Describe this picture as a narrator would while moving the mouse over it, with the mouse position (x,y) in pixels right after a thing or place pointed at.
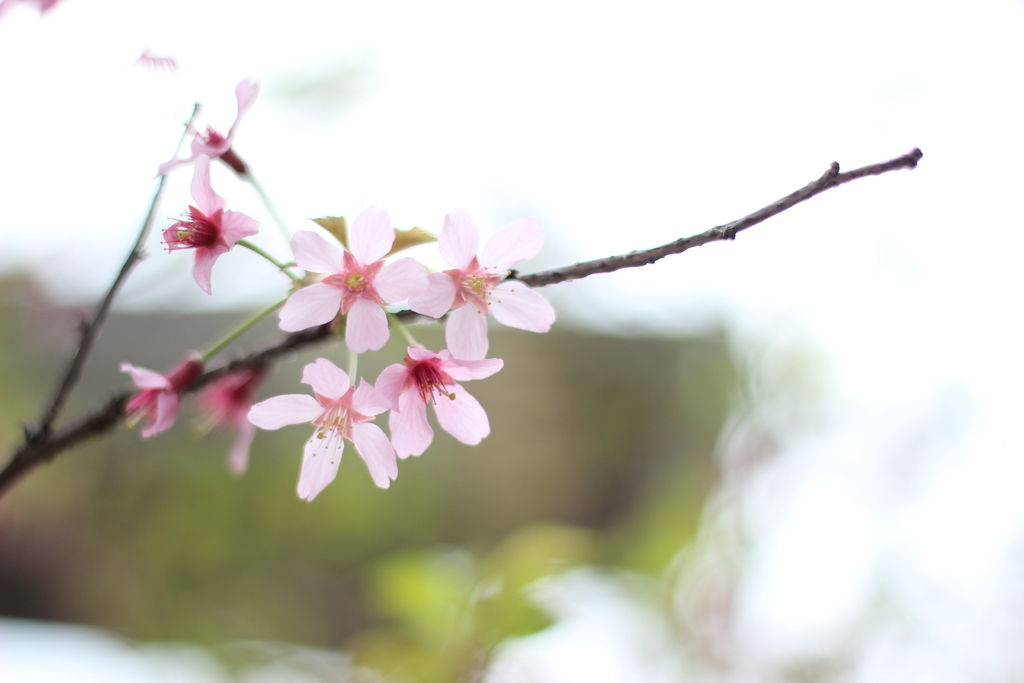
In this picture we can see the flowers (438,360) to the branches (551,281) and behind the flowers (378,410) there is the blurred background (585,249).
